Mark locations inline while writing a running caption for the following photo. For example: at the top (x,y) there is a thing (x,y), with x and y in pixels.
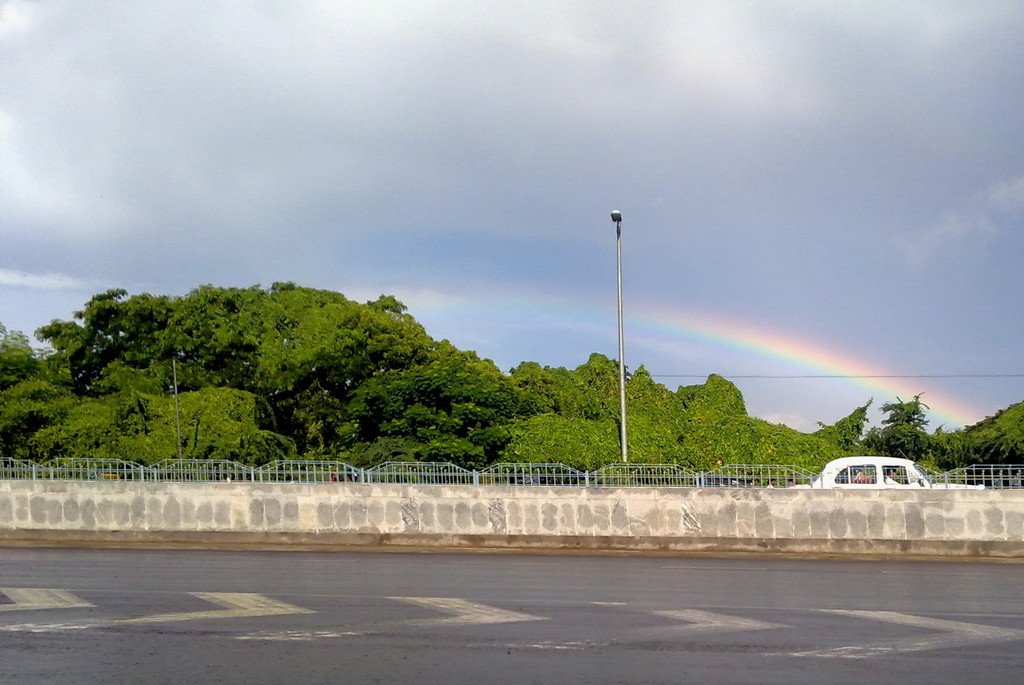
In this image I can see a vehicle (883,486) in white color. Background (228,351) I can see trees (218,338) in green color, a light pole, rainbow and sky (343,127) in white and gray color.
